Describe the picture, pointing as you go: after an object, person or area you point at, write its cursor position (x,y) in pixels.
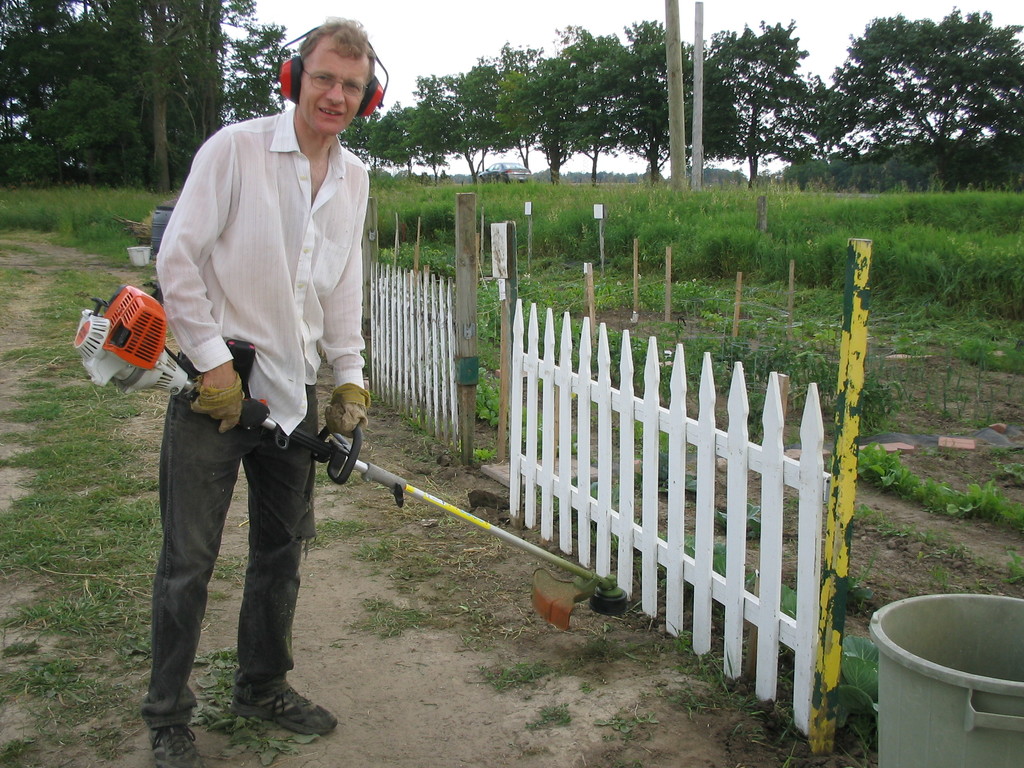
In this image, we can see some trees (567,56), plants (572,222) and poles (680,112). There is a fence (631,499) in the middle of the image (522,364). There is a person (260,227) on the left side of the image (212,397) standing and holding a machine (256,399) with his hands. There is a tub (915,654) in the bottom right of the image (915,643). At the top of the image (395,71), we can see the sky (446,41).
